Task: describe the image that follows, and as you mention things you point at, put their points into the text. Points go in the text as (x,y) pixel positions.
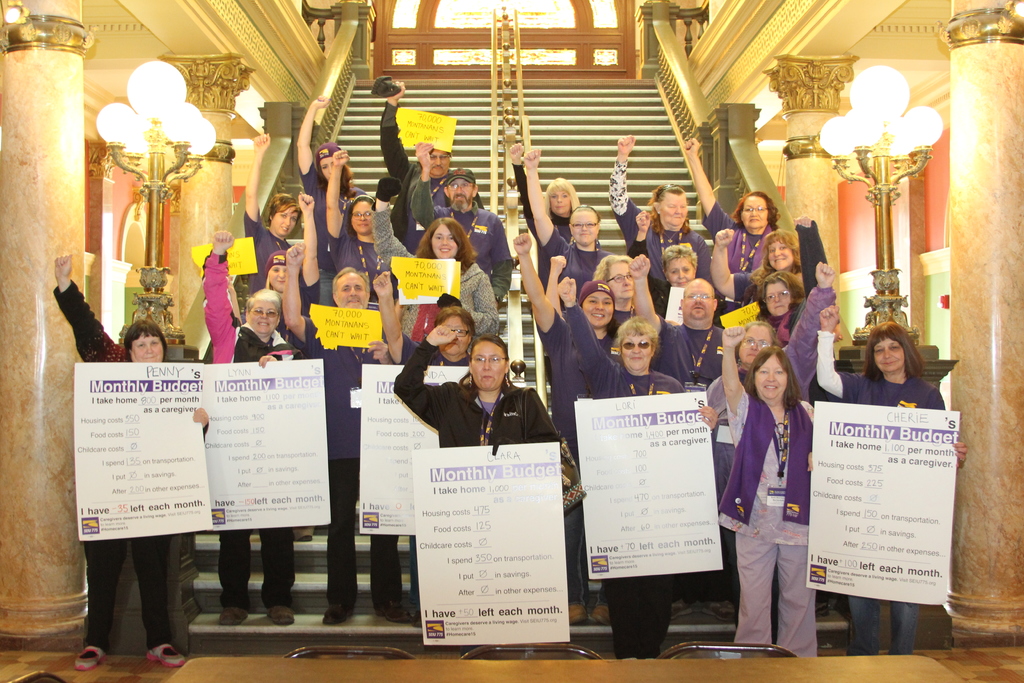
In this image I can see in the middle (618,393) a group of people (618,393) are standing on the staircase (532,380) and also holding the boards (449,451) in their hands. There are lights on either side of this image.
